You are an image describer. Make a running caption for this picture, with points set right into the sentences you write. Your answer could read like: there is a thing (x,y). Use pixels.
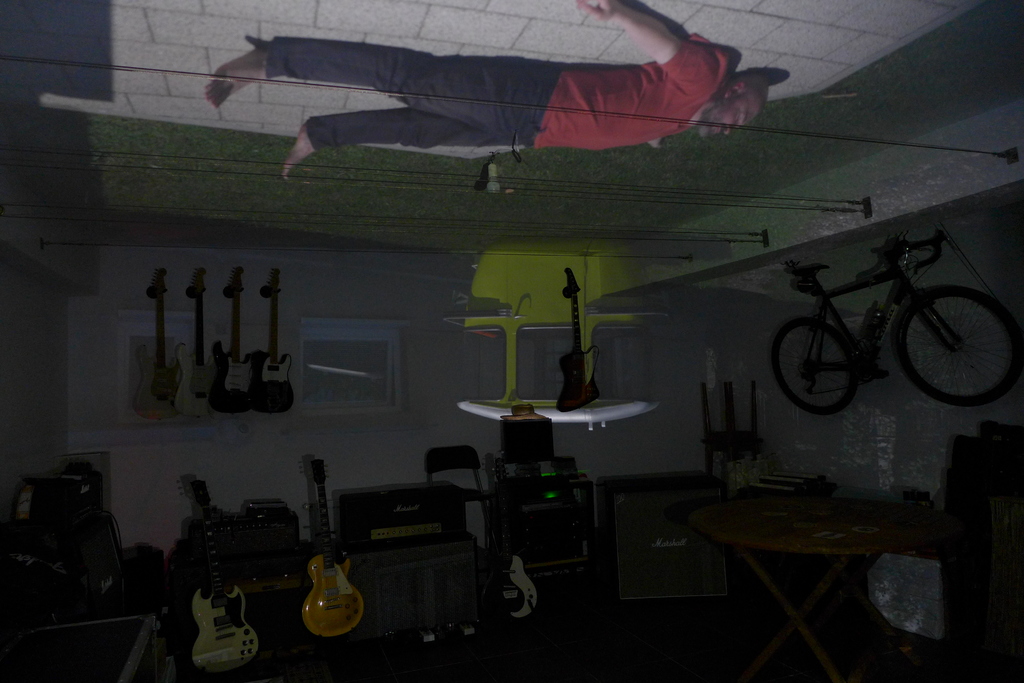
In this image, There are some music instruments (210,620) kept on the ground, In the right side of the image (853,366) there is a bicycle (879,349) which is in black color and there is a table (824,535) in yellow color, In the top (596,133) there is a man (344,125) lying on the ground (352,93).
